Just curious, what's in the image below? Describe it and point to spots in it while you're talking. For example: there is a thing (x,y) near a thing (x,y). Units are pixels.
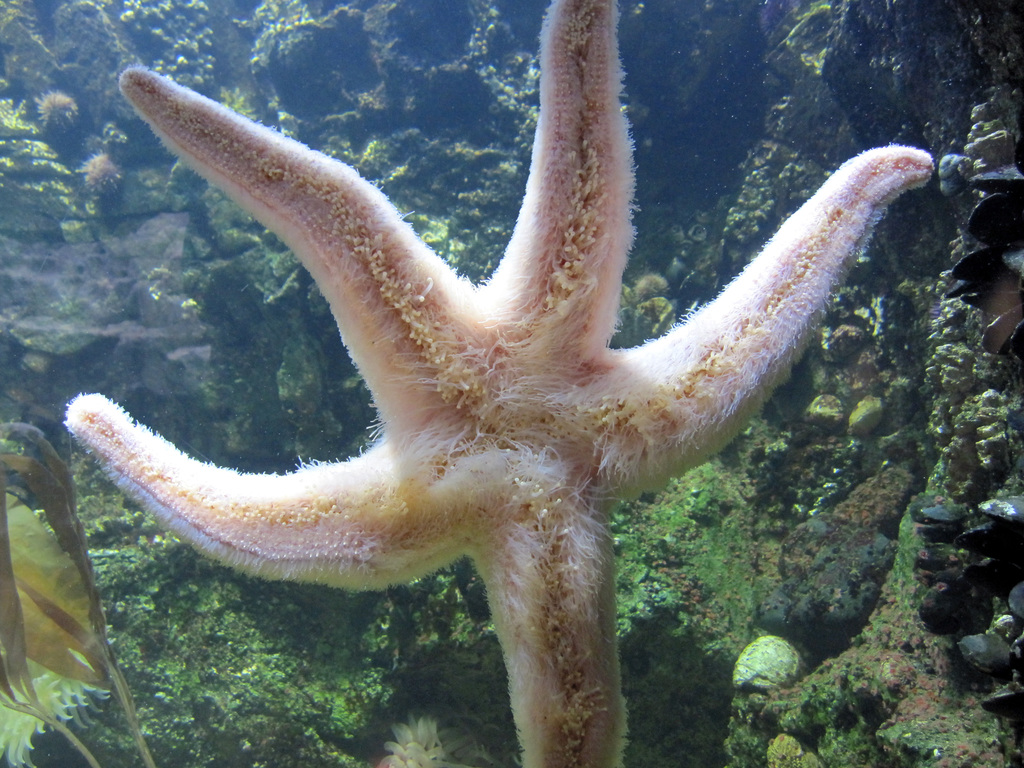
In this image, in the middle (570,427), we can see a starfish (561,447). In the background (57,243), we can see some rocks (5,49) and plants (434,758).
